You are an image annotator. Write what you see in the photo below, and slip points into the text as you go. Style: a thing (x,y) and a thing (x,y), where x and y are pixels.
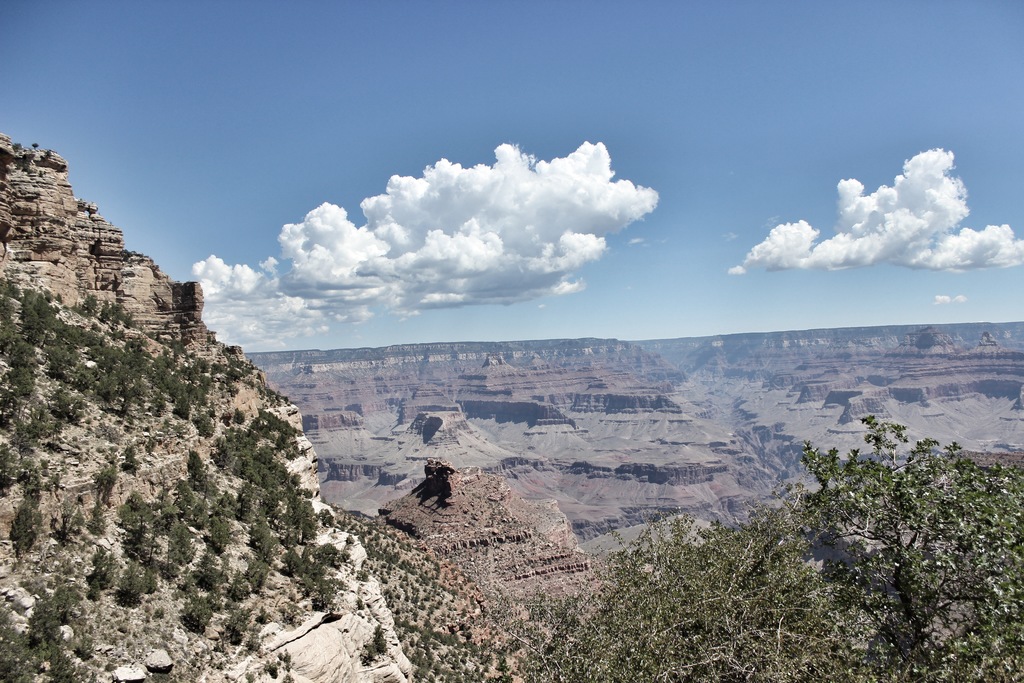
Here in this picture we can see mountains (308,390) present over a place and we can also see plants (674,537) and trees (657,571) present and we can see clouds (412,300) in the sky (438,312).
